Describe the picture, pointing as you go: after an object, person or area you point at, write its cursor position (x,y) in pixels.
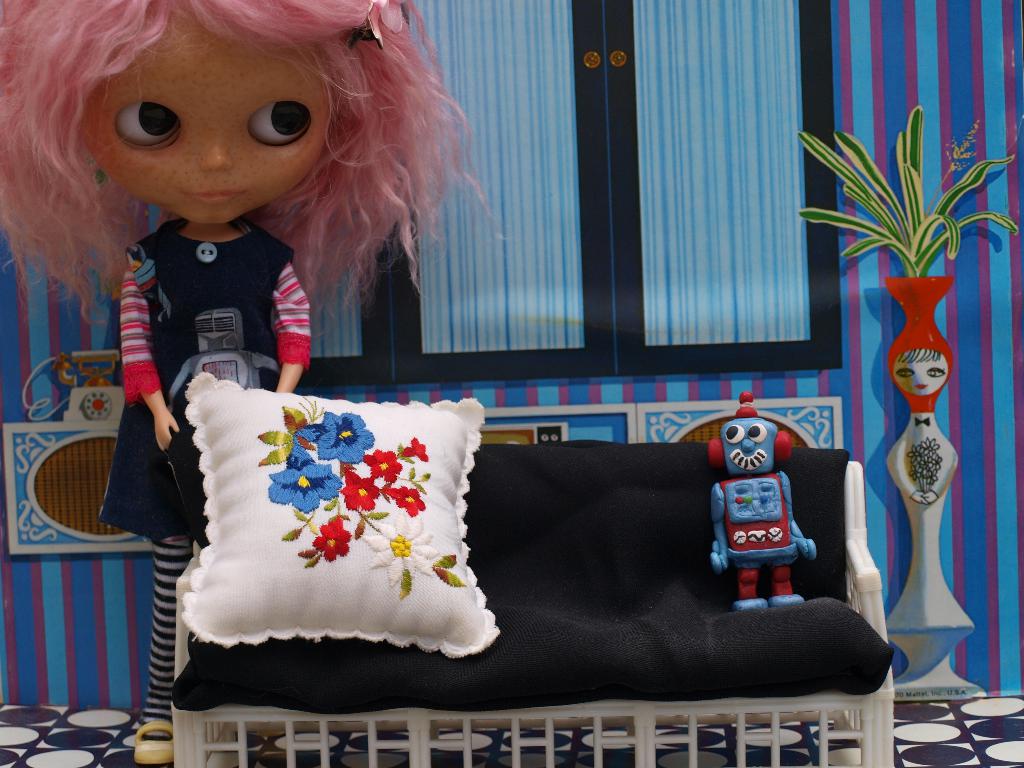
In this image there is a toy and a pillow (341,563) on the sofa (524,613), there is a doll (148,308) beside the sofa (625,555), a frame (83,484) attached to the wall (985,432), a toy of a flower pot (918,424) and the windows (575,277).
